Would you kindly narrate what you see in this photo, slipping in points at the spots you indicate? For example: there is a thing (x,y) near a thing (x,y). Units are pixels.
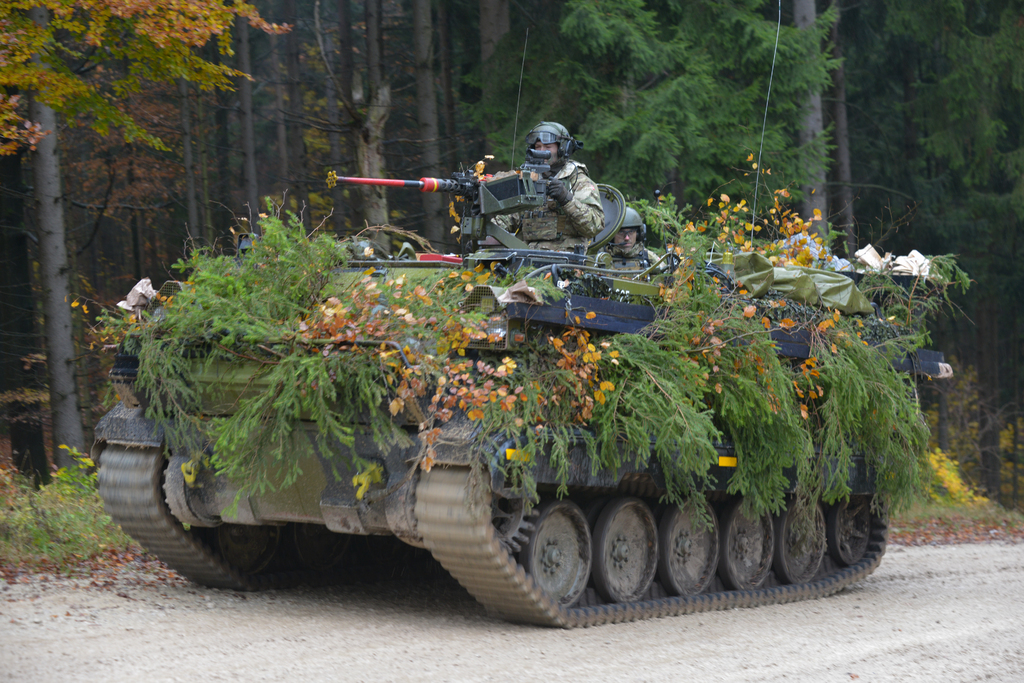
In this picture we can see army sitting on the army tanker (541,305) decorated with flowers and leaves (252,297).
